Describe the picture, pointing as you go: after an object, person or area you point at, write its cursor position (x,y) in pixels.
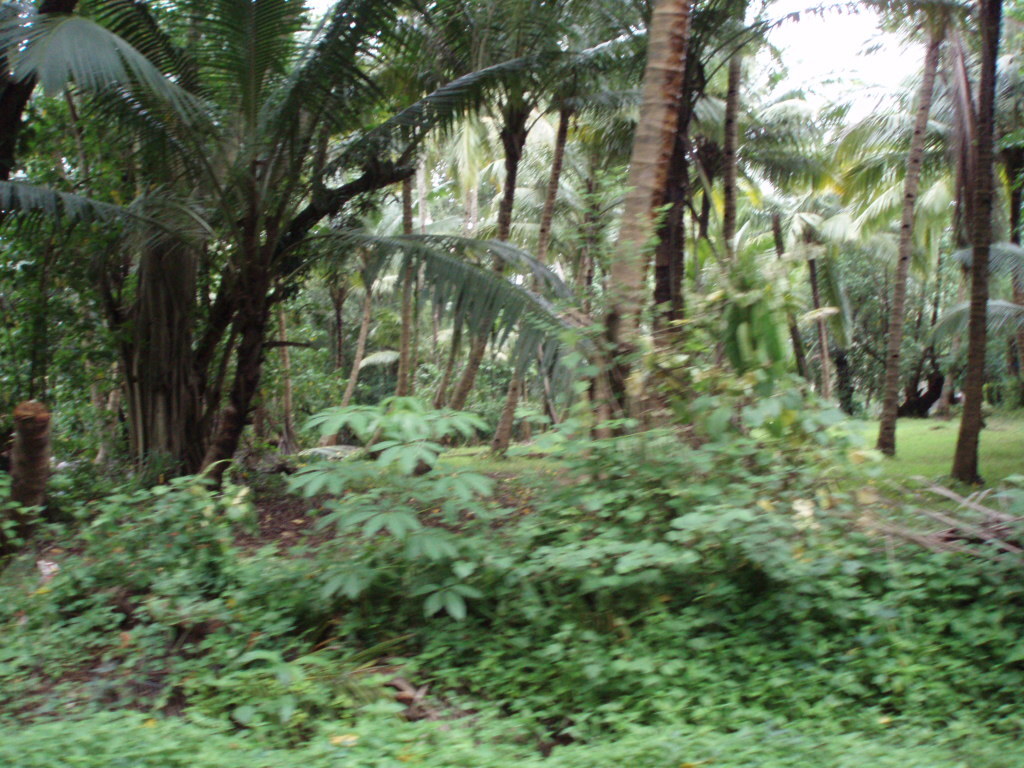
At the bottom of the picture (592,636), there are plants (423,654) and shrubs (574,637). There are trees (618,234) in the background (530,354). This picture is clicked in the garden (722,203) or in a coconut field (706,281).
